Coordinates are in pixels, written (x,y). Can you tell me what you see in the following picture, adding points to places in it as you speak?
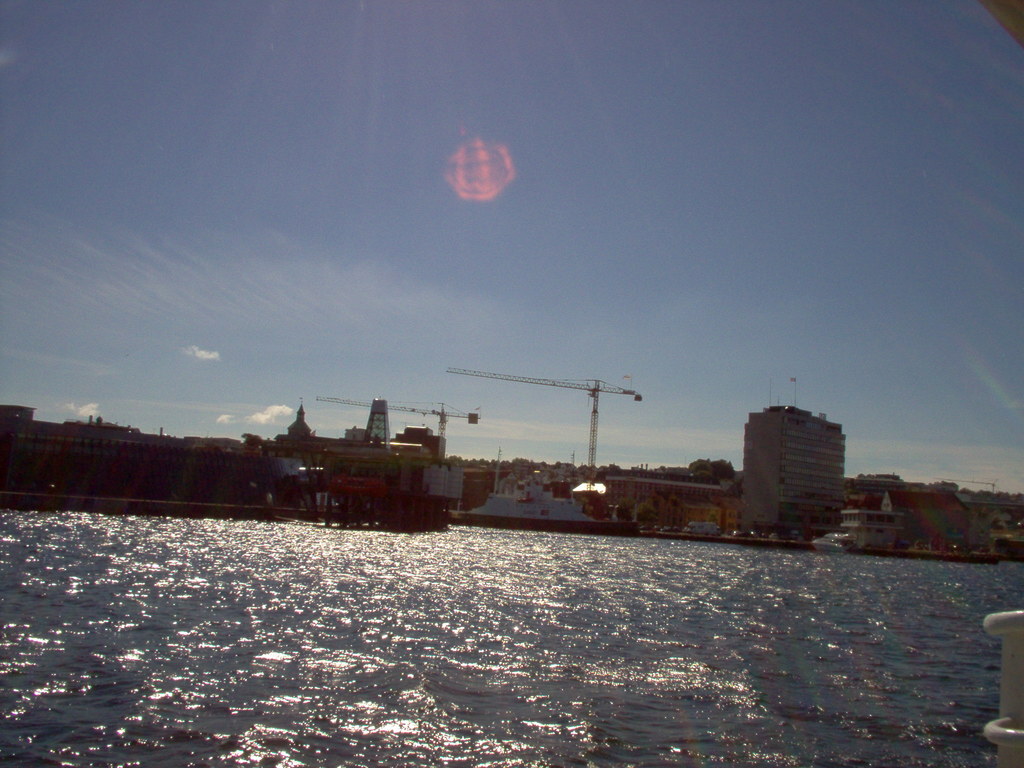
In this image we can see a group of buildings (664,500) and two metal cranes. In the foreground (315,594) we can see water (860,619). In the background (487,284), we can see the cloudy sky (230,383).
